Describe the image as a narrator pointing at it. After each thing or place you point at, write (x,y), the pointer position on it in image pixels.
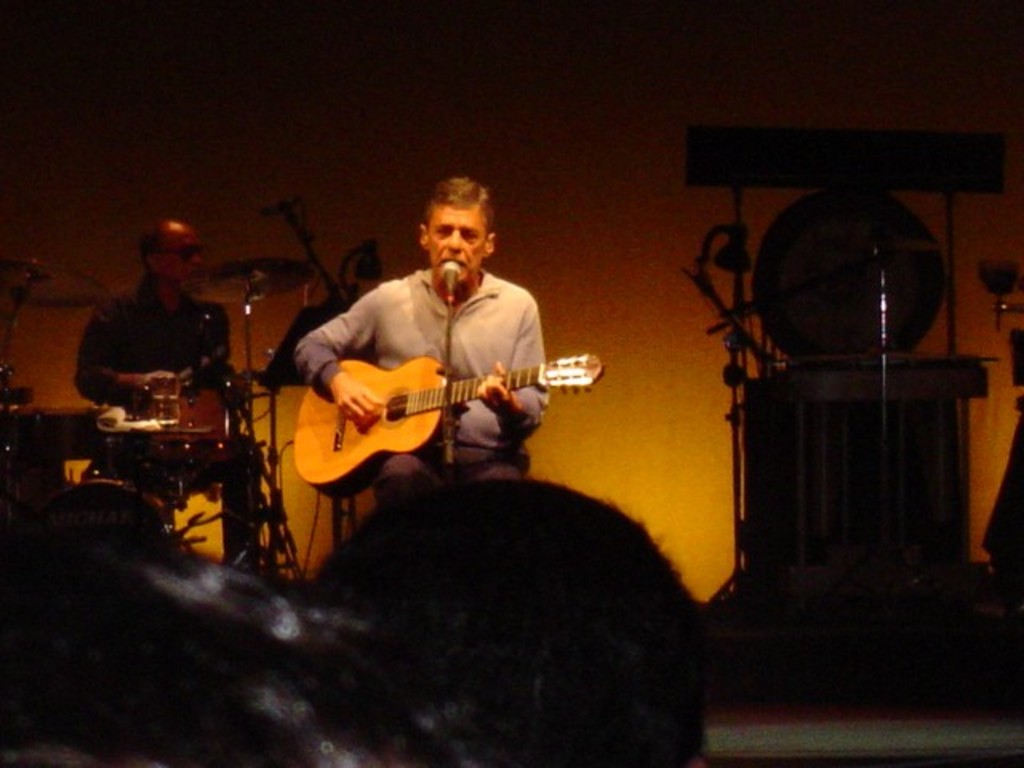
In this picture i could see a person (467,375) sitting and holding a guitar (417,407) in his hands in the back ground (174,375) i could see other person (151,362) and beating on drums (218,381) and there are some other instruments (843,382) in the right side of the picture (864,387) and i could see the left corner (159,717) a person's head (367,672).
